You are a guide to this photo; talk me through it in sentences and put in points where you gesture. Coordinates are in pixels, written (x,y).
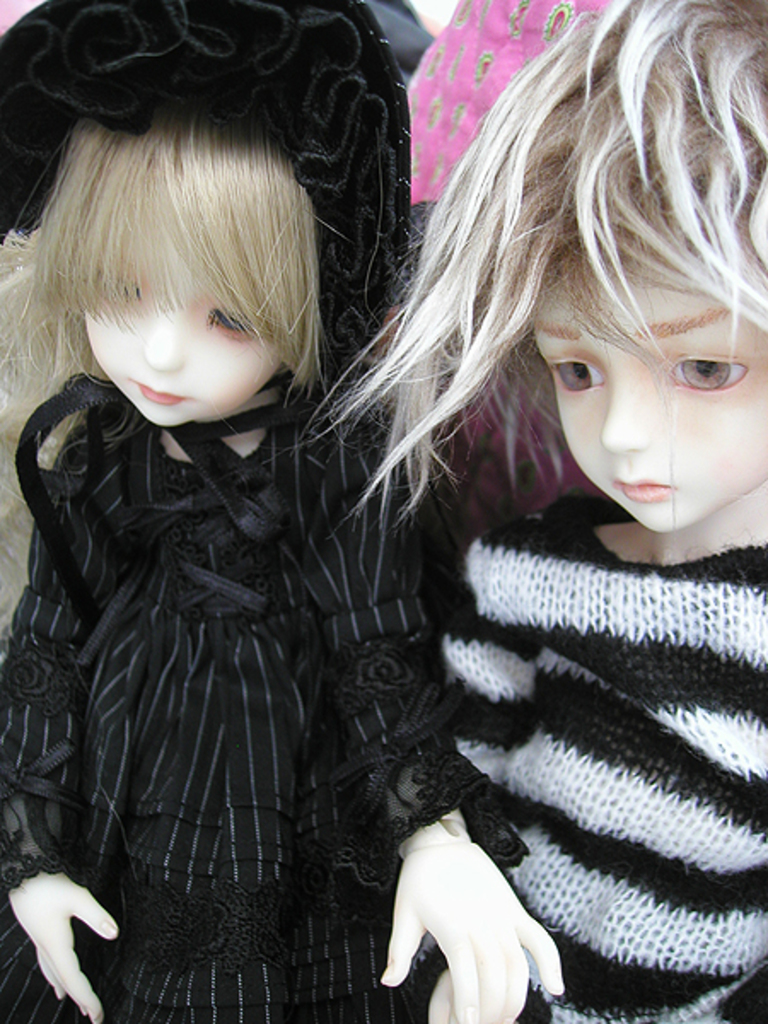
In this image I can see two dolls (241,483) which are in black and white color. I can see the pink and grey color background (419,45).
